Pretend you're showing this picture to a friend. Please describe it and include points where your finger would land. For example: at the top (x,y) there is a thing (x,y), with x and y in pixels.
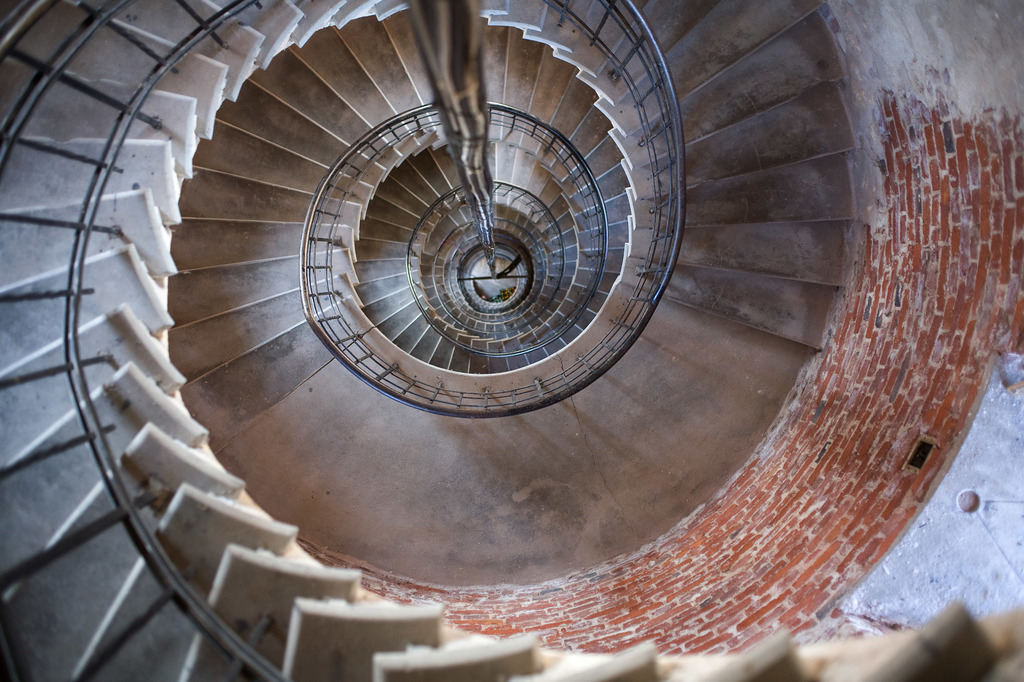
In this picture there is a staircase (405,418) and there is a hand rail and there is a pole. On the right side of the image (703,600) there is a wall (778,513).
